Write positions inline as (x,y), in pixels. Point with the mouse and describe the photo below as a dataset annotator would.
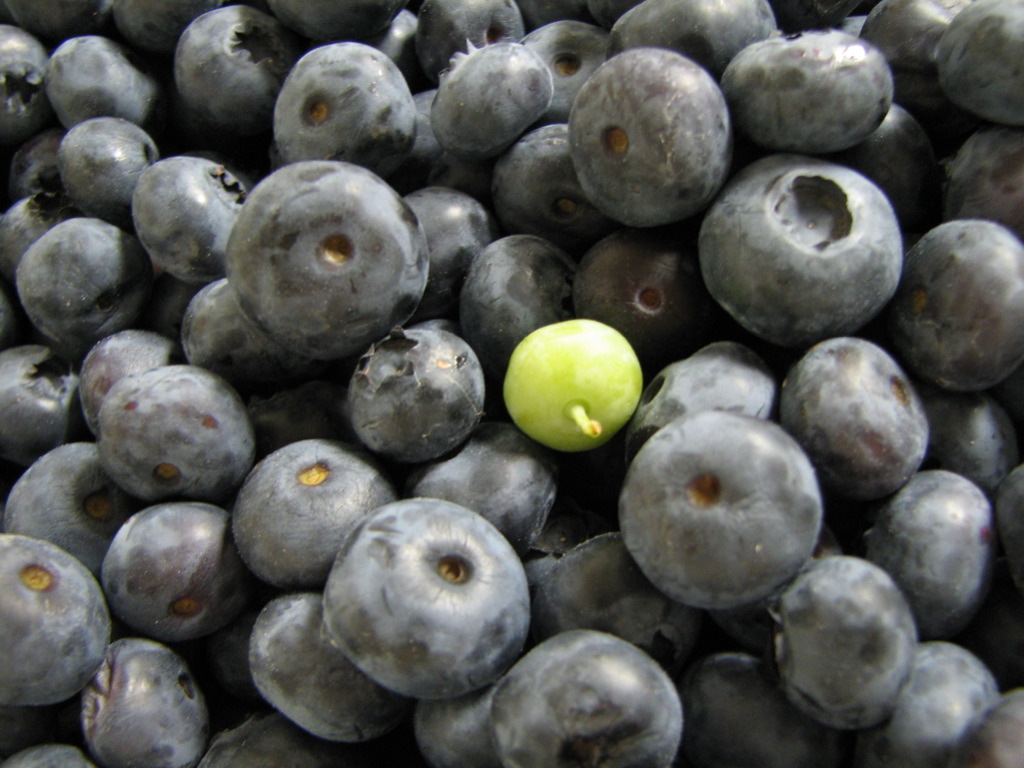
In this image I can see few black and green color fruits (560,337).
